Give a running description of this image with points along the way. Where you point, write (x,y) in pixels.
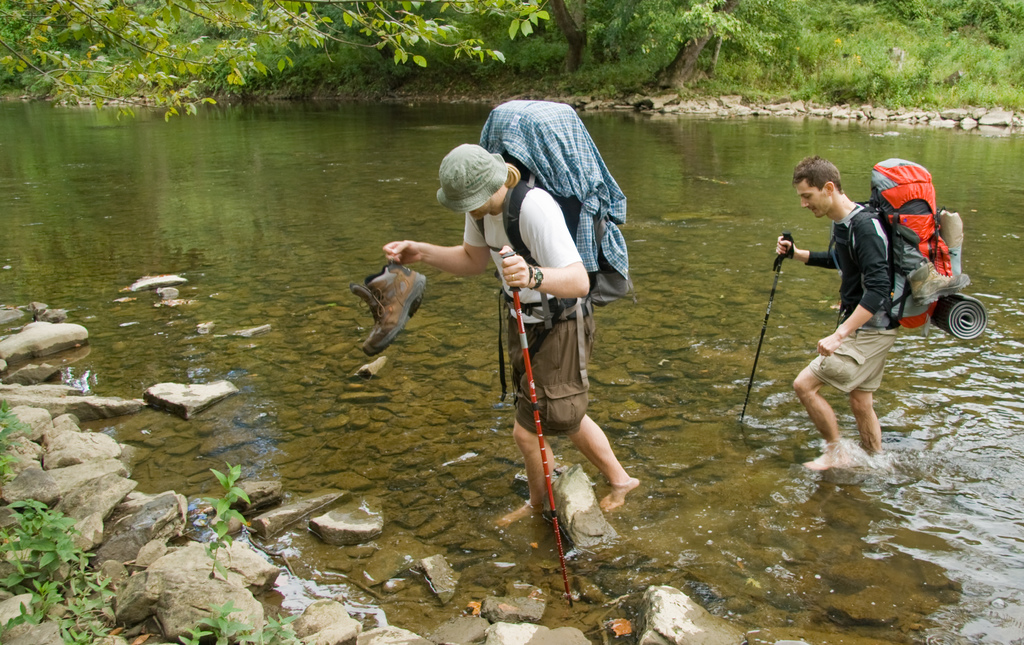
In the foreground of this image (570,431), there are two men (809,383) walking in the water (681,483) holding trekking sticks (769,302) and wearing backpacks (914,241) and a man (472,231) is holding shoes (396,300) in his hands (412,254). At the bottom (204,552), there are stones (158,576) and plants (113,615). In the background (222,50), there are trees (666,47) and the water (352,123).
